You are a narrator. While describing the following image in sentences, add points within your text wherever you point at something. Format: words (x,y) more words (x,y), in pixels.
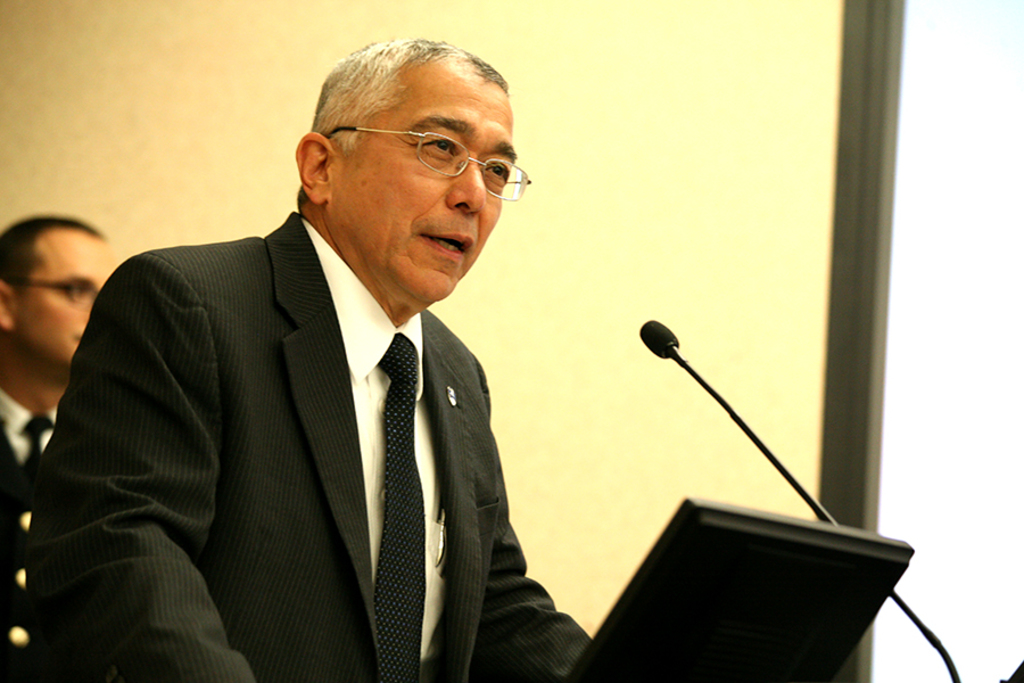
We can observe a man (448,485) standing in front of a podium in this picture. He is wearing a black color coat (271,475) and a tie (408,462). There is a screen (672,569) in front of him. In the background (37,414) there is another person (37,328) standing. We can observe wall (585,162) here, which is in yellow color.
